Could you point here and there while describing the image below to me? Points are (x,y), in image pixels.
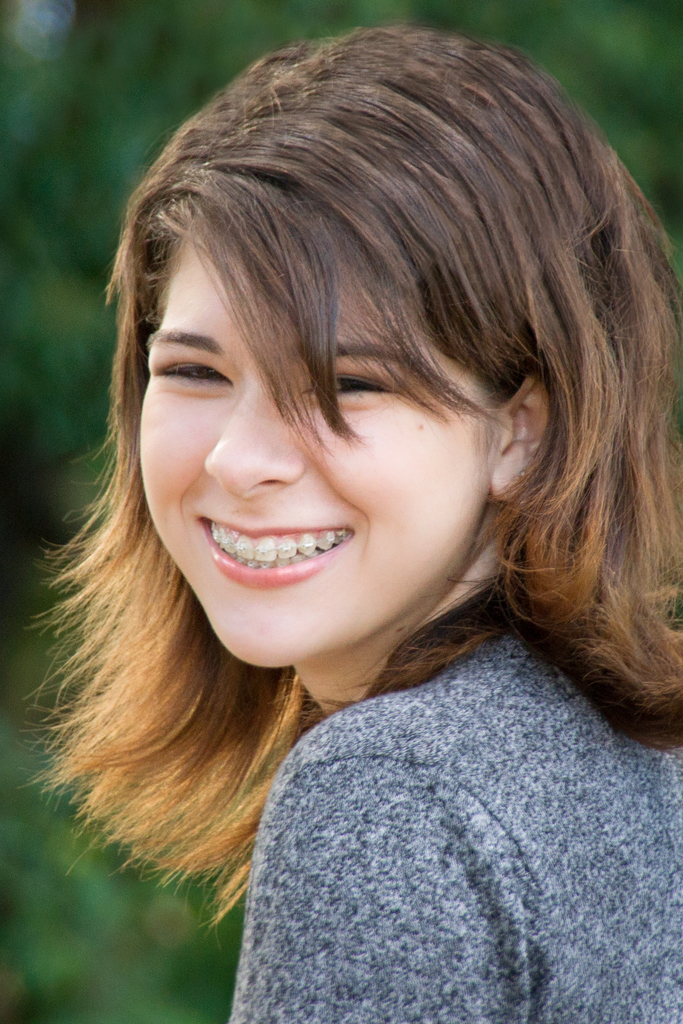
In this picture I can see a woman (385,541) is smiling. The woman (431,875) is wearing grey color dress (448,863).
